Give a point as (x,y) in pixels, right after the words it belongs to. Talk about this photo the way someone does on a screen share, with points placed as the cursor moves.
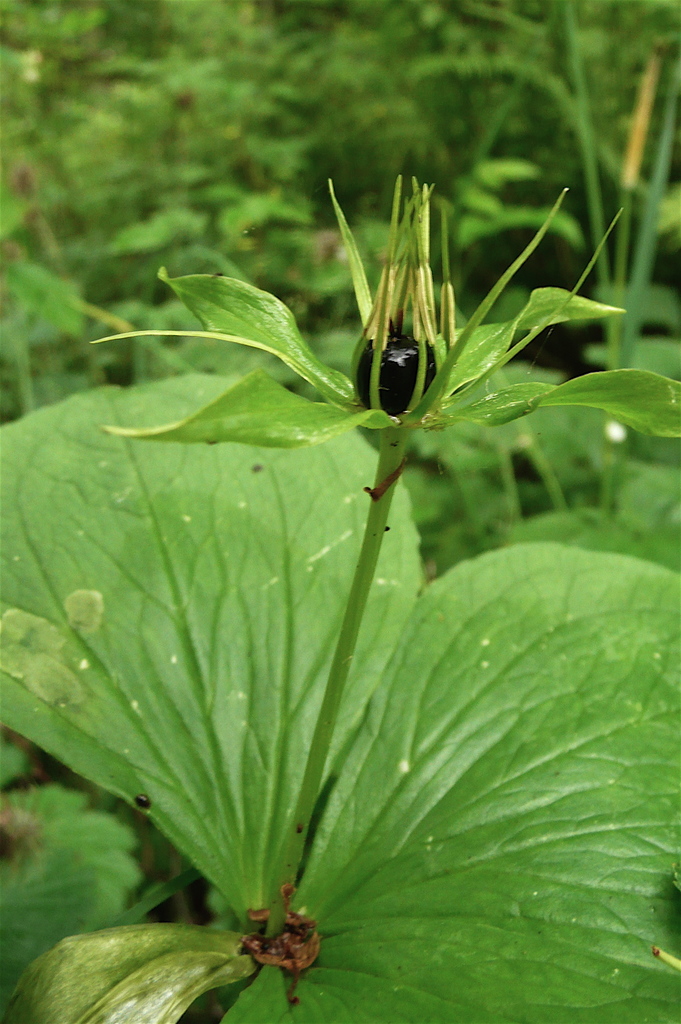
In this picture we can see a bud (456,341) to the stem (333,719) and behind the bud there are trees (377,194).
